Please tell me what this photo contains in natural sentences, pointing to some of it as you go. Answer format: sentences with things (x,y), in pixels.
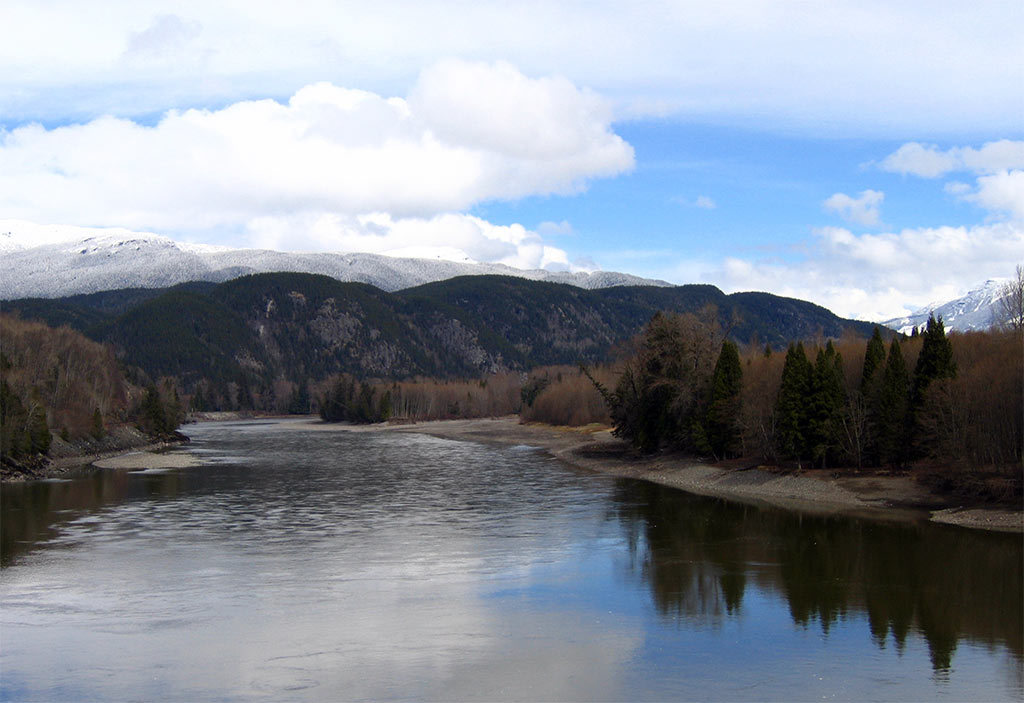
In this image, we can see some water (504,512). We can see the ground (553,433). We can see some trees (775,401) and dried plants (937,414). There are a few hills (55,258) covered with snow (590,275). We can also see the sky (565,219) with clouds (108,144).
